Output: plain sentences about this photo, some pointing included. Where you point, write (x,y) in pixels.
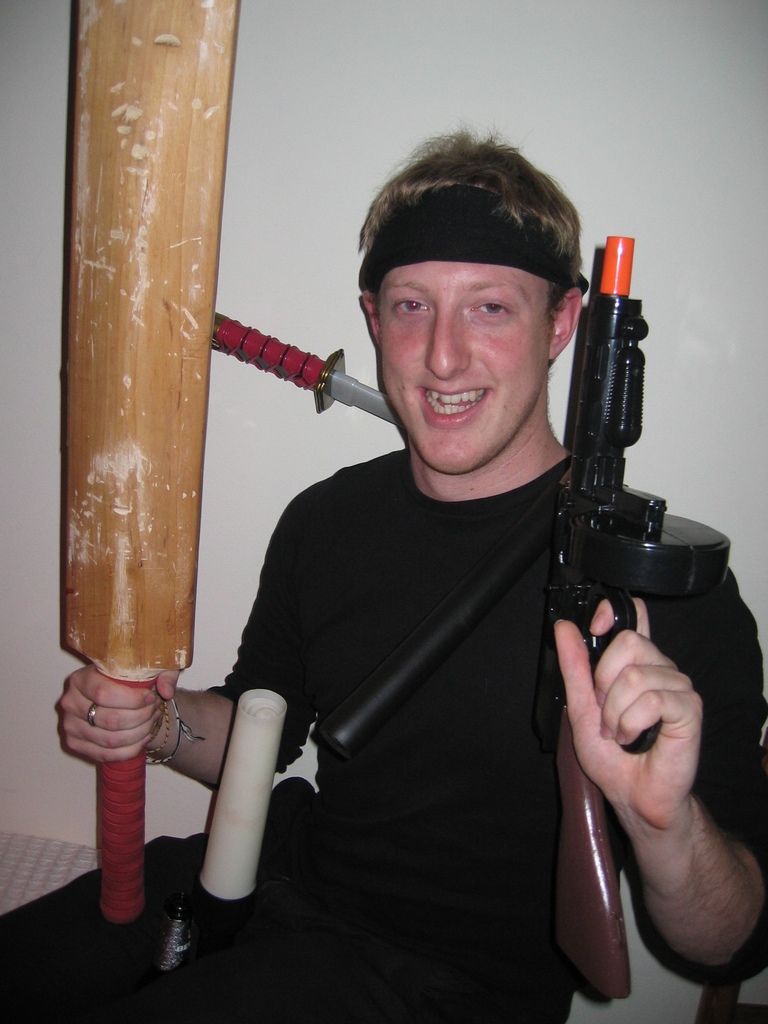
In this image there is a person (68,745) holding a bat (203,74), gun (597,361), there are some other objects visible in the middle (316,379), behind the person (457,150) there is the wall (337,153).
